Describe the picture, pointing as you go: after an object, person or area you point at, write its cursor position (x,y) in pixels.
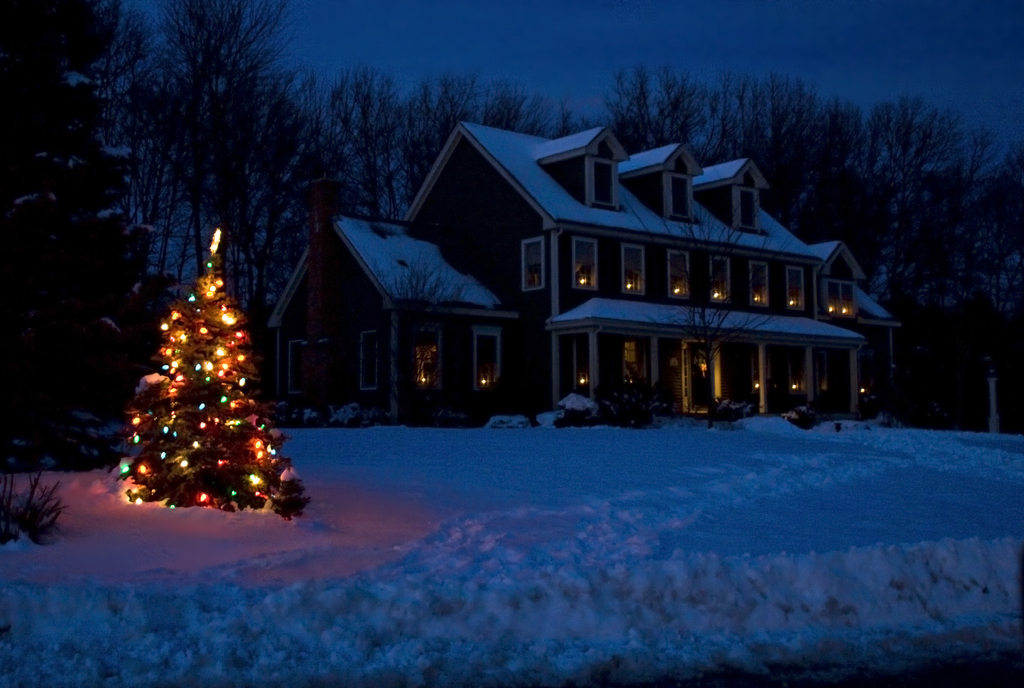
In the picture I can see a building (465,381) and a Christmas tree (232,416) decorated with lights (196,443). In the background (353,435) I can see trees (296,258), the sky (482,79), the snow (578,437) and some other objects (439,411).
